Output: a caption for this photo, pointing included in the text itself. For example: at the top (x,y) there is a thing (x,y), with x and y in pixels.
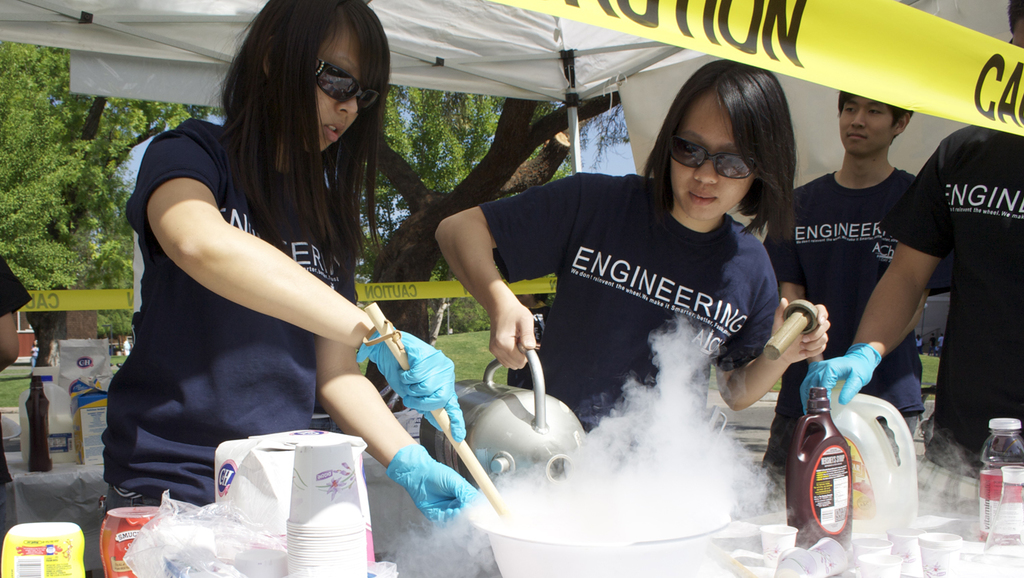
In this picture we can see few people (561,293) are under the tent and they are preparing some thing (654,511) which is placed on the table (965,540), side we can see some objects (846,522) are placed on the table (972,527), behind we can see trees (73,191), grass (2,383) and also we can see one more table (15,457) on which we can see some objects (83,378) are placed.
